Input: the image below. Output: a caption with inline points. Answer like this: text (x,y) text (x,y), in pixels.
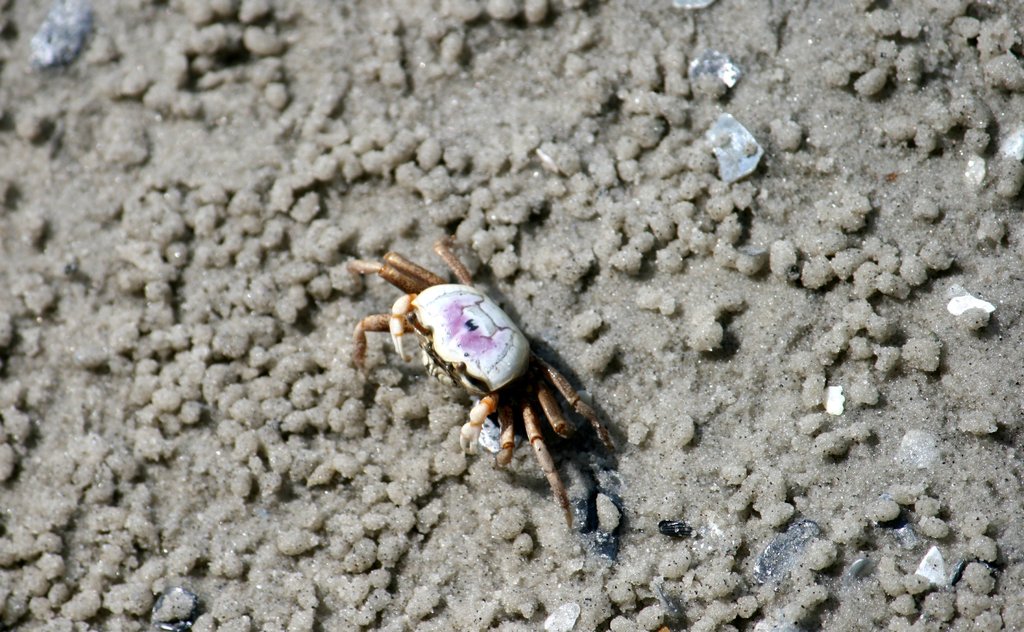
In this image there is a crab (491,407) on the path (327,364).
